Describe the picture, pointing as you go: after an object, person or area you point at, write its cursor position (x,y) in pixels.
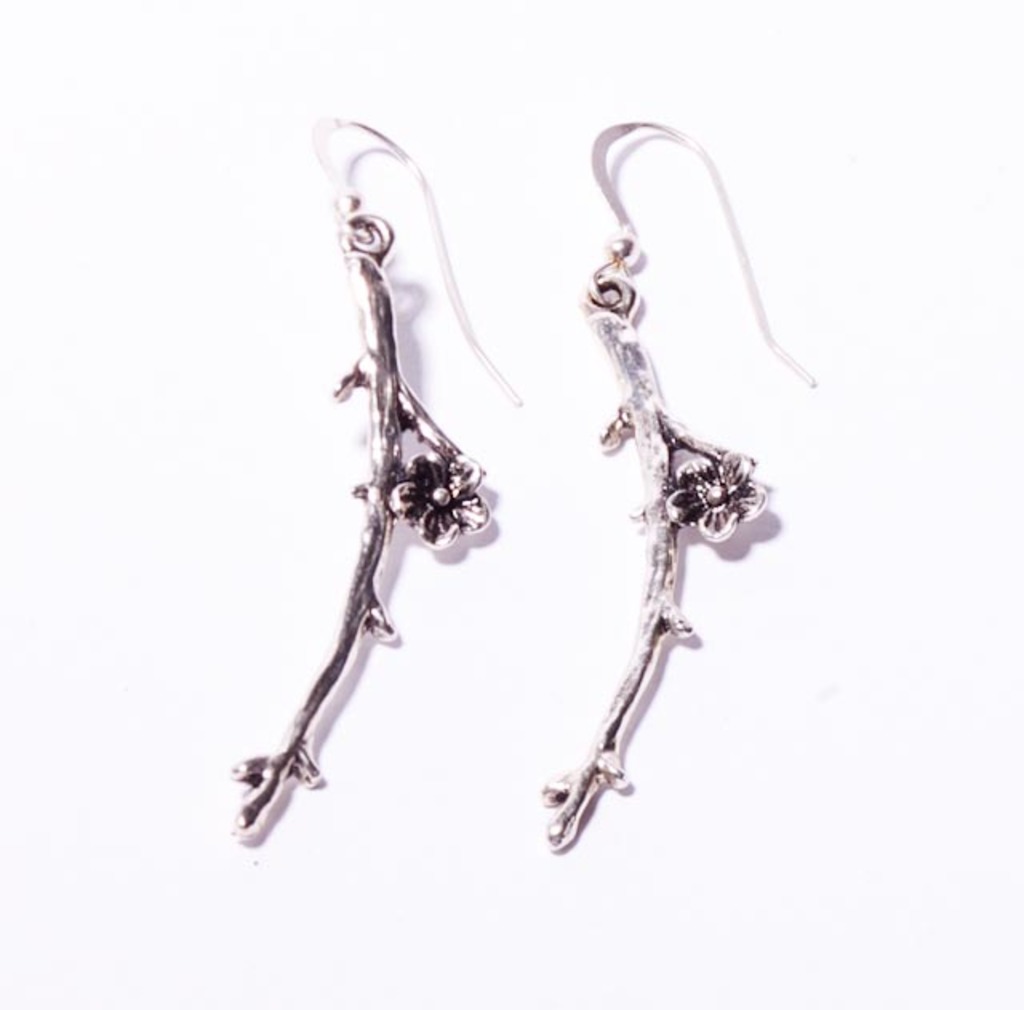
In this image we can see pair of earrings (382,513).
